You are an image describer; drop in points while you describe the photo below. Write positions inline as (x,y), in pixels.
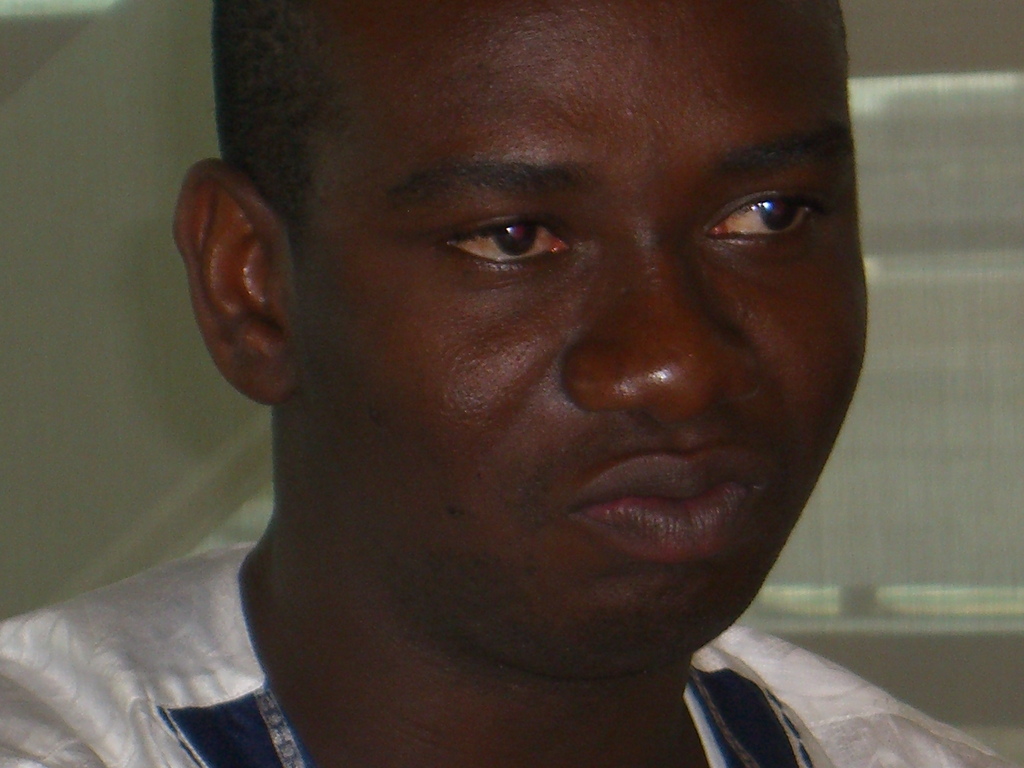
In this image, we can see a person (609,584) in white dress (218,697). Background (129,378) we can see white color.
